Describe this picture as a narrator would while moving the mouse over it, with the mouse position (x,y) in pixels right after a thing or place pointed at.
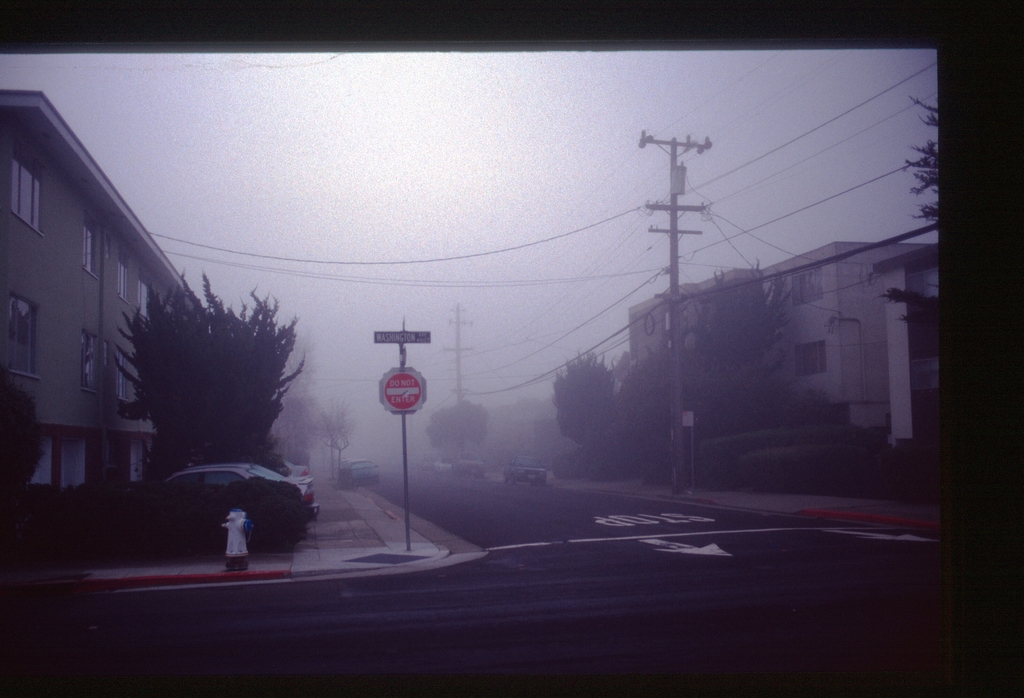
In this image we can see the road (563,542), fire hydrant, caution board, vehicles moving on the road (388,475) and vehicles (299,479) parked here, we can see current poles (679,145), wires (721,227), trees (755,413), buildings (135,454), fog (384,432) and the sky (396,268) in the background (474,127). This part of the image is dark.
